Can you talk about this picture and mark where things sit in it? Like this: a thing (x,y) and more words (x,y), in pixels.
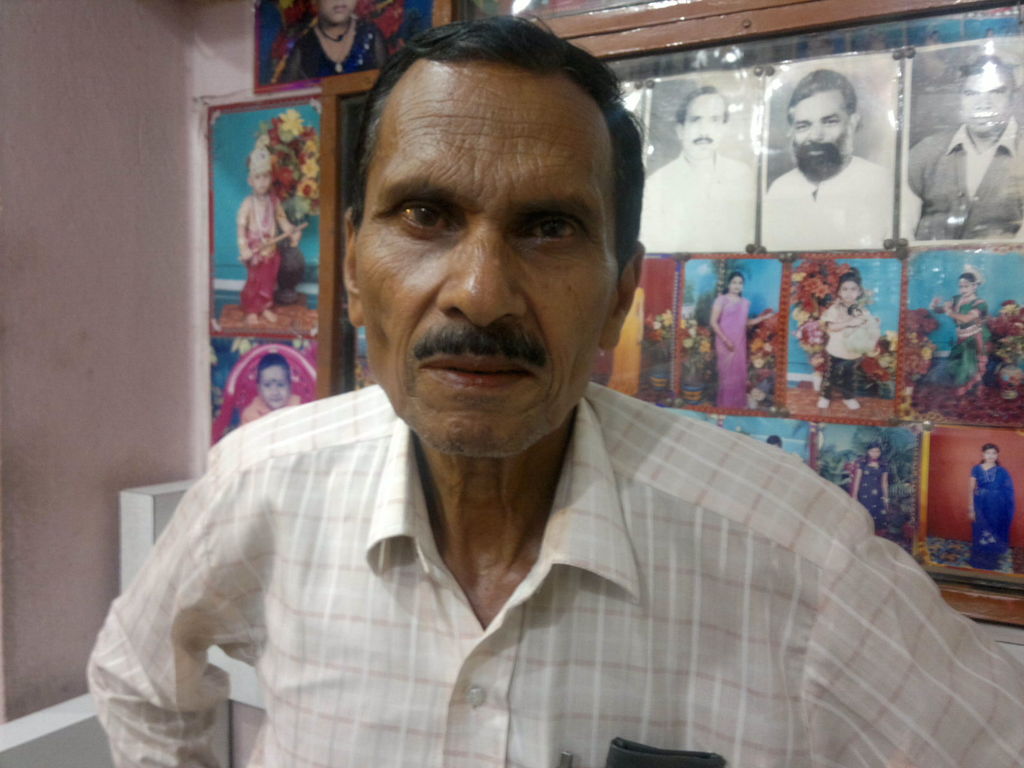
To the front of the image (469,296) there is a man (295,448) with white checks shirt (603,619). Behind him to the wall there are many photos (728,143) in the frame (984,595). And to the left side of the image (105,331) there is a pink wall (93,450).
